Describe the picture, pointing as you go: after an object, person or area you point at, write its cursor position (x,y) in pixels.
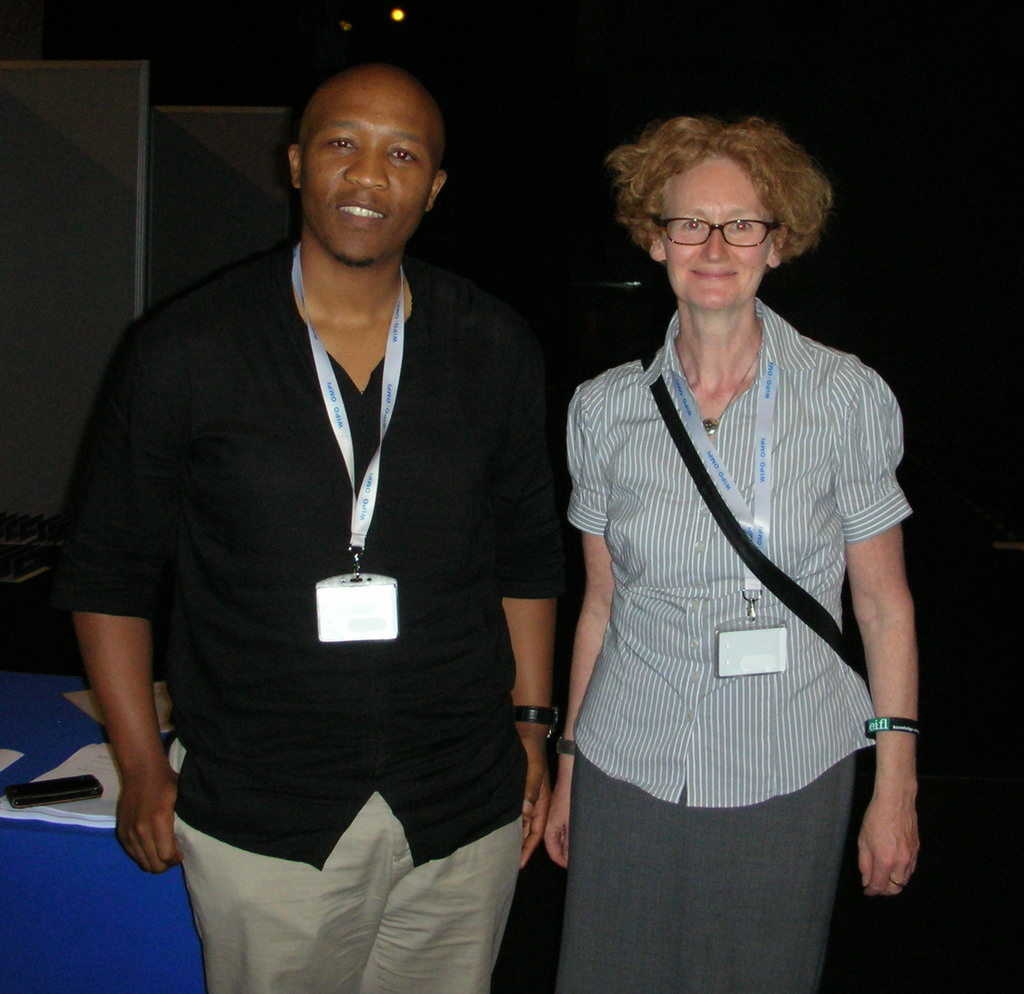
In this image there is a man (361,436) and a woman (716,421) standing. They are wearing identity cards (690,418). They are smiling. Behind them there is a table (46,842). There are papers (86,762) and an object (50,801) on the table (23,744). The background (538,104) is dark.
